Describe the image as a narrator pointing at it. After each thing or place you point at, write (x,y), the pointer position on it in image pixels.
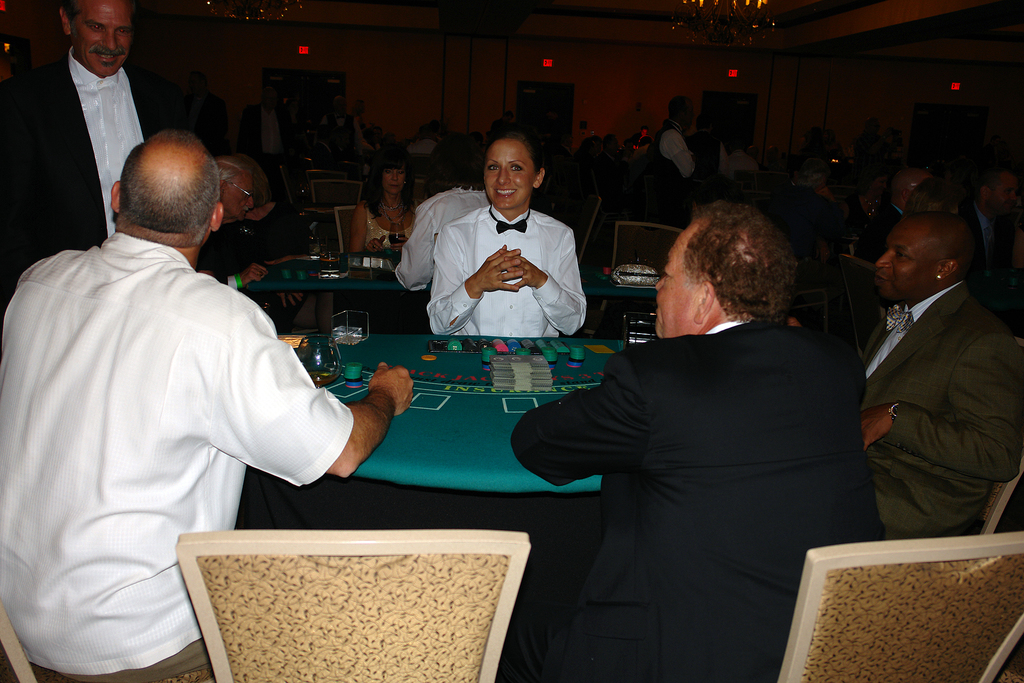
In this middle of image (378,357) a woman (512,188) is sitting wearing a white shirt (571,290) before a table (345,390) having coins (486,350) and glass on it. At left side (316,417) person (40,467) wearing a white shirt (189,411) is sitting and person (2,261) with black suit (172,117) is standing and smiling. Person (935,525) at right side (986,406) wearing olive colour suit (946,408) is sitting. Few people (860,236) are sitting in chairs (315,180) and few people (672,109) are standing. Top of roof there is a chandelier (718,24).
